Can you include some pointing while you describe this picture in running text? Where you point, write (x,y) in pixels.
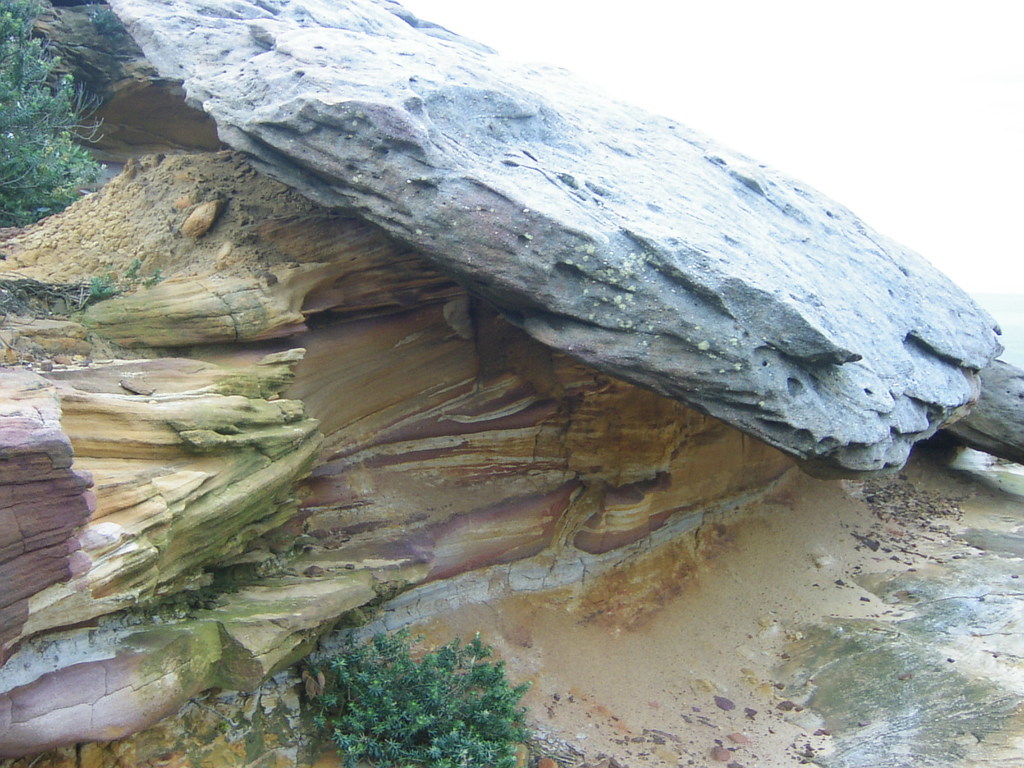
In this image, we can see the ground (764,613) with some objects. We can also see some grass (456,746), plants (52,71). We can also see some rocks (727,165) and the sky (938,12).
